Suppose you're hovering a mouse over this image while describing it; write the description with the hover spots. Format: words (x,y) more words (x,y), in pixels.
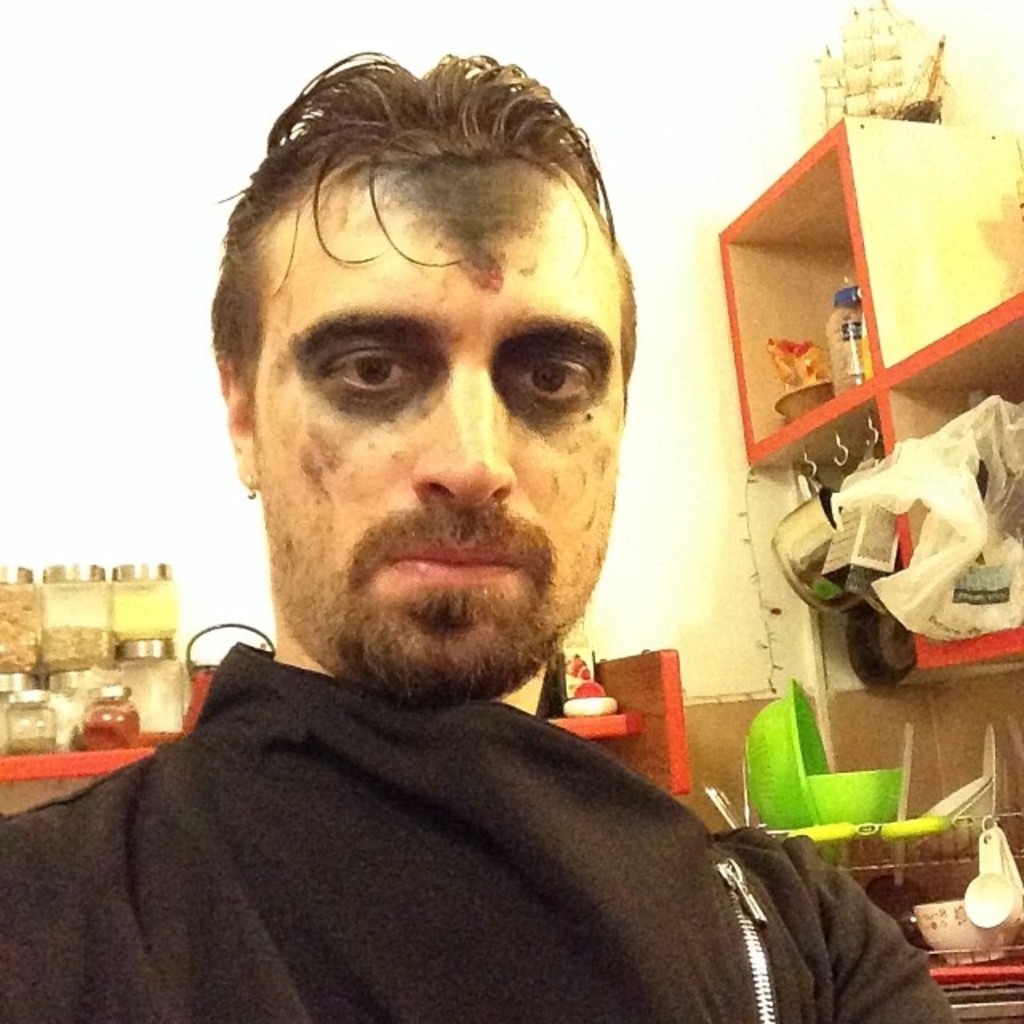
In the image we can see a man (355,483) and we can see black color marks (391,421) on his face (387,386). Behind him we can see the glass jars (124,683), the bowl (796,693), metal basket (897,896) and other household things (834,568).
